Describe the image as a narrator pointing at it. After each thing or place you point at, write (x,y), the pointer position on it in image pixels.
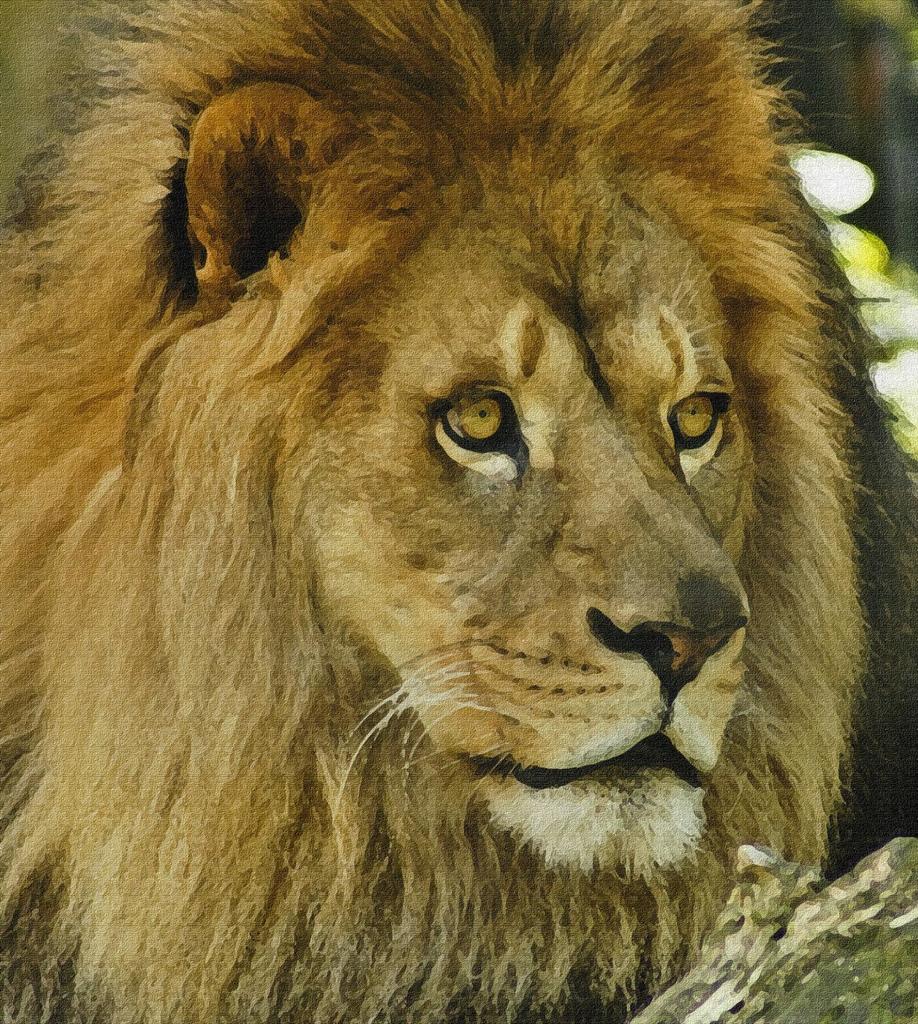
This picture looks like a painting. I can see a lion (433,407), It is brown in color and a tree bark (706,995) on the right side (681,987).
